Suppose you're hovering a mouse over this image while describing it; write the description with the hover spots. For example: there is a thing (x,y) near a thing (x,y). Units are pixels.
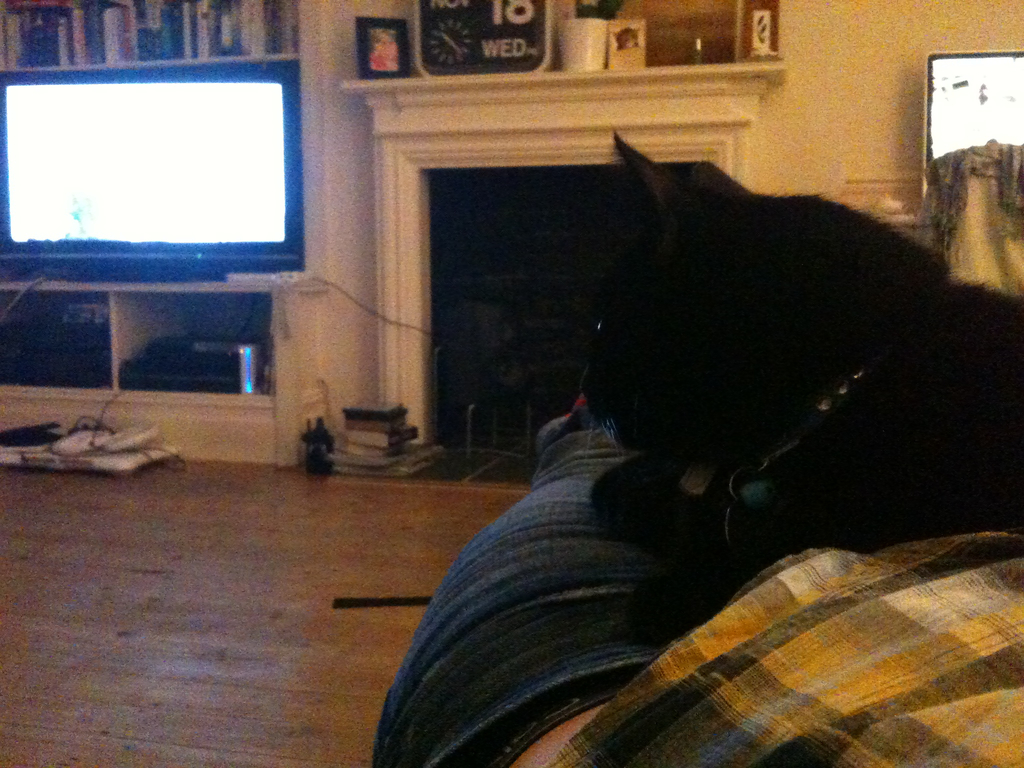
This is an inside picture of a house (824,57). The cat (854,537) is in black color. This cat (831,352) is laying on a person (592,631). This person (592,631) is lying on a sofa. In a rack (232,34) there are books (179,42) and a television (209,70). Wall (317,120) is in cream color. There is a photo (396,45) with a photo frame (378,42). There is a white color jar (582,34). Beside this jar (582,46) there is a clock (504,36) in black color.
